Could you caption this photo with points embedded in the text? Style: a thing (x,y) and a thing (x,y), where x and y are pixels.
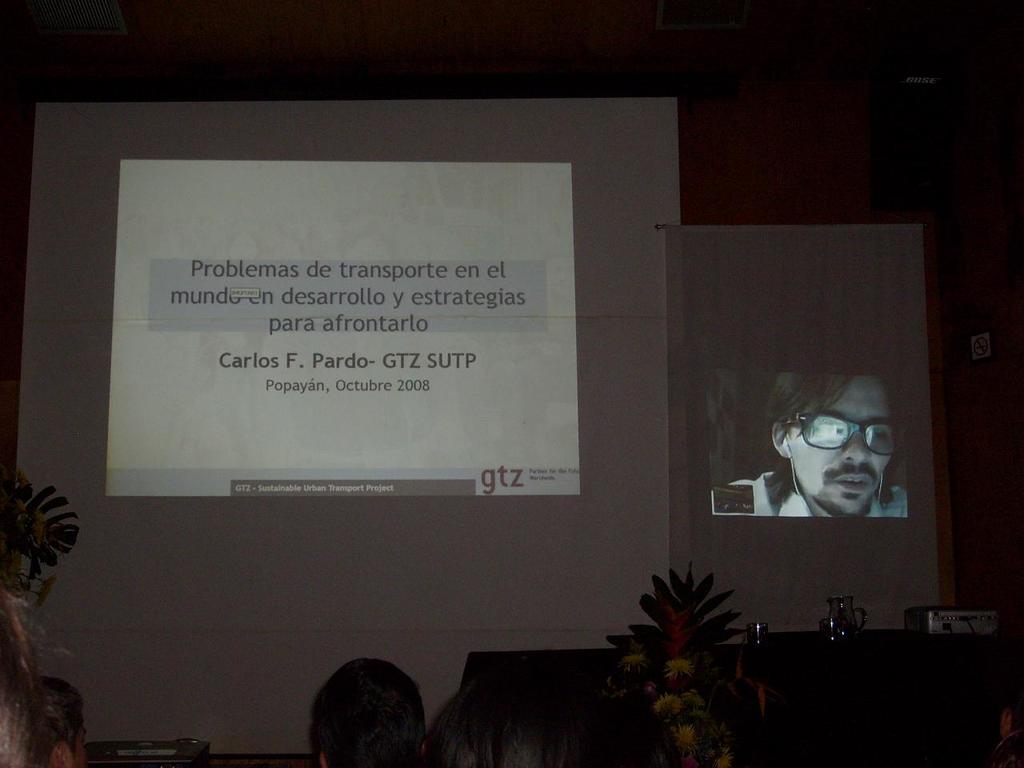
In this image there are people (407,752) sitting on chairs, in the background (202,288) there a screen (193,272) on that screen (295,310) there is a some text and a picture (865,388) of a men (835,407), on the right side (883,656) there is a table (849,662), on that table (904,636) there is a jug (848,630), glasses (753,643) and flowers (687,688).
